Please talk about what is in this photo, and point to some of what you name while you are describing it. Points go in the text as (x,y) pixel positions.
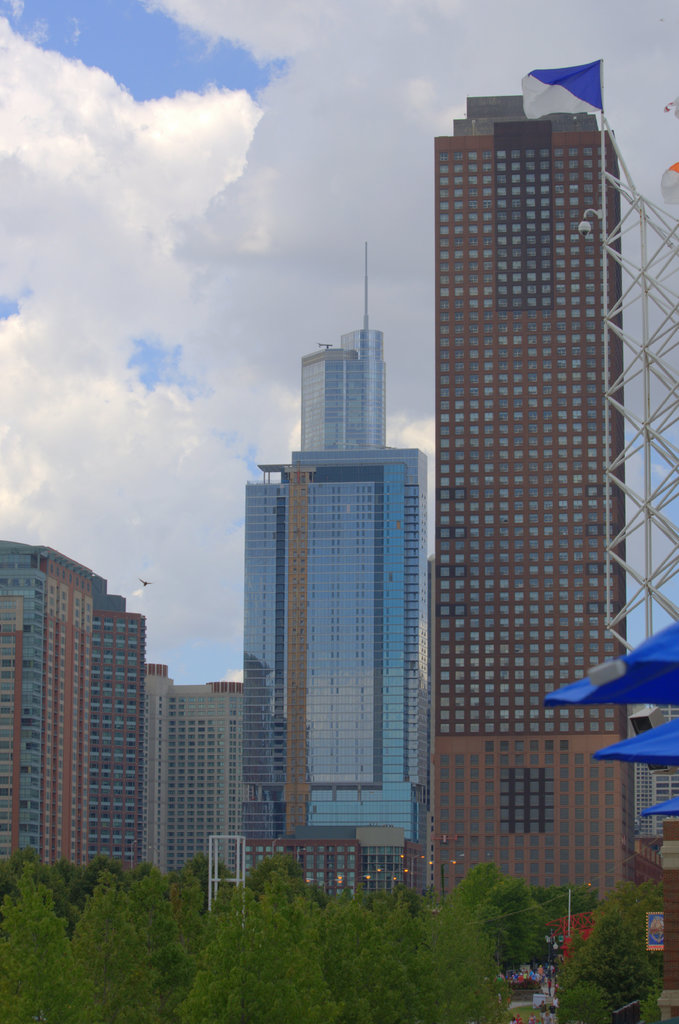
In the image, there are many tall buildings (403,523) and in front of the building (395,618) there are some trees (410,952) and in the background (123,346) there is a sky (131,150) and clouds (152,335).
